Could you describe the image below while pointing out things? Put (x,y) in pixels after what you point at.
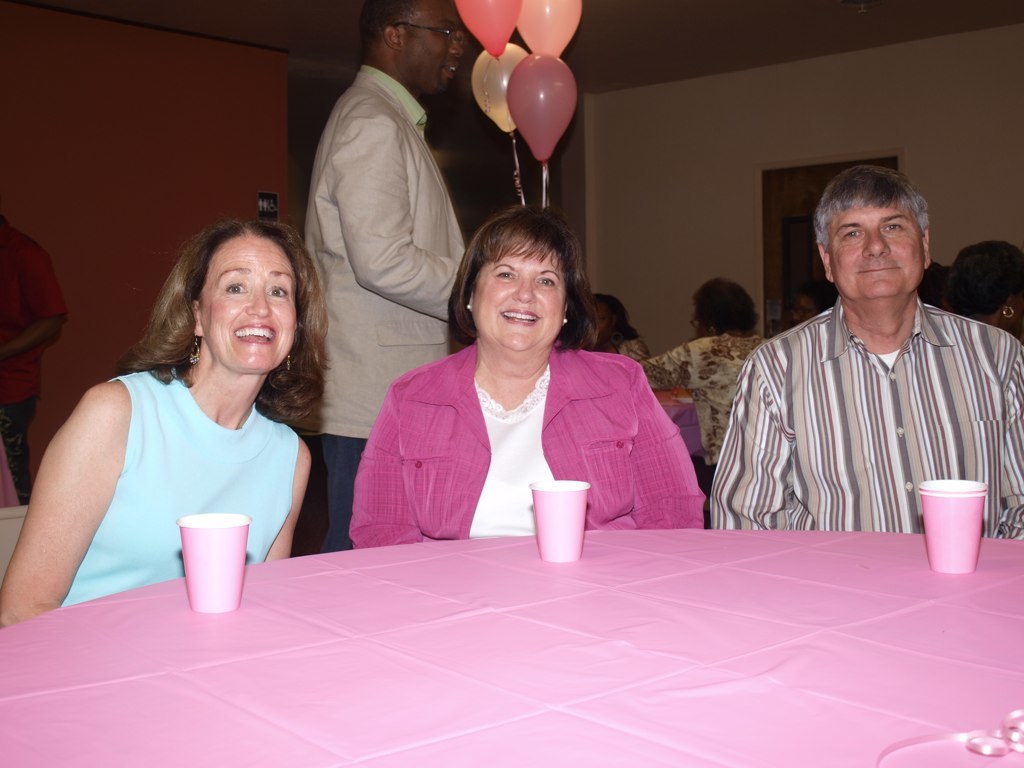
there is a pink table (436,612) on which there are pink glasses (956,492). people (965,471) are seated on chairs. behind them a person (377,273) is standing wearing suit (432,288), near balloons (524,66). people (596,316) are seated at the back (701,322). there is a white wall (742,261) at the back (683,240).
